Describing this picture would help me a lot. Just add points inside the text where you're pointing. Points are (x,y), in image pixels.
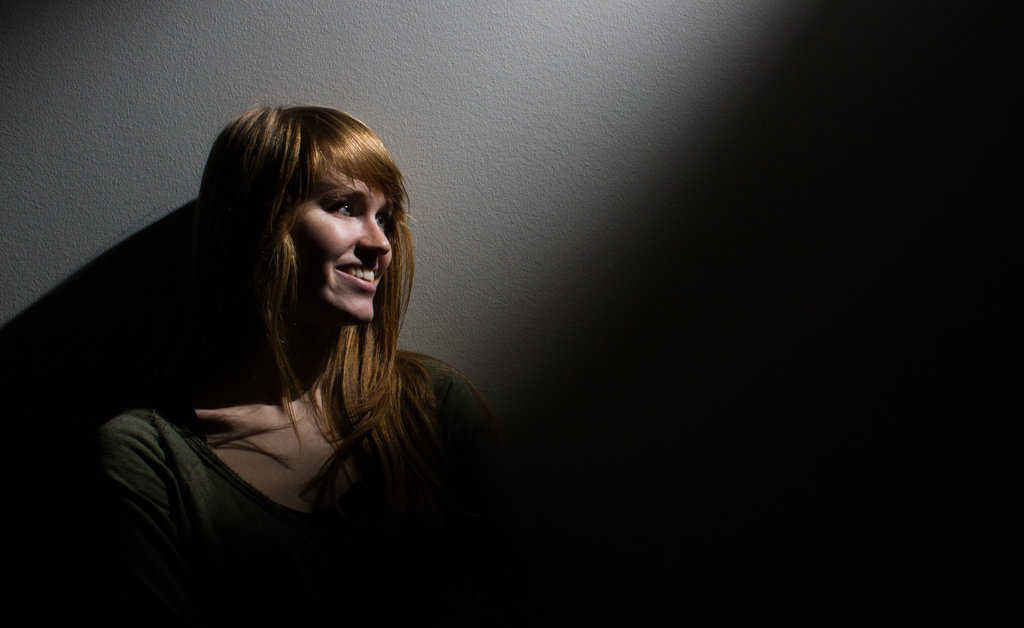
In the foreground of this image (116,425), there is a woman (396,355) standing in front of a wall (468,119) and having smile (374,280) on her face (368,268). On the right (921,396), there is dark.
